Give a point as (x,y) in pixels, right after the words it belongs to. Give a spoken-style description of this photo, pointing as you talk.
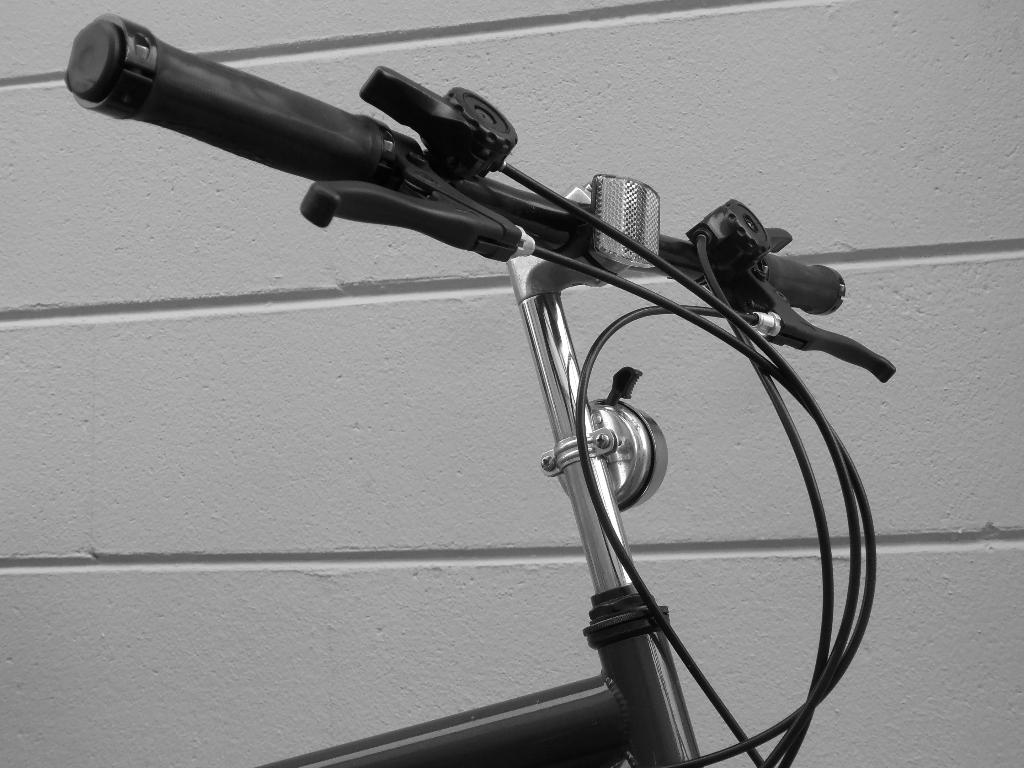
In this image we can see the front part (691,240) of the bicycle (617,679). In the background (171,413) there is a wall (170,542).
